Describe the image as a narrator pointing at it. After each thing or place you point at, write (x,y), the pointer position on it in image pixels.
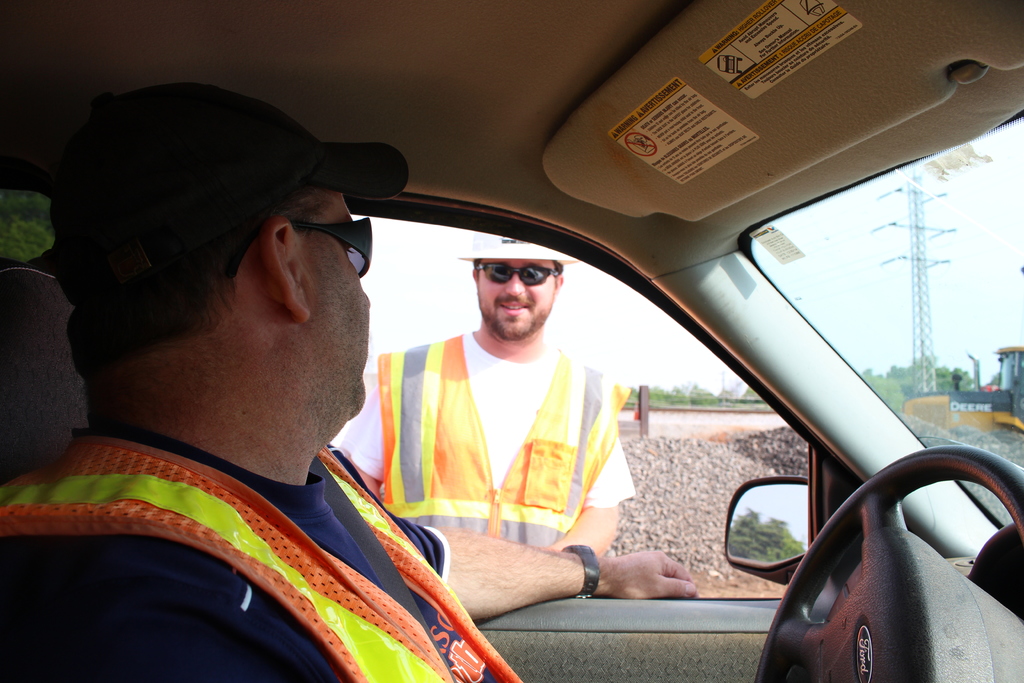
in this image and inside the car (760,539) the one person (400,574) is there he is riding the car (820,472) and one person (572,437) he standing outside of the car (725,621) in front of the person (448,625) who is sitting in the car (781,610) and the back ground (735,387) is very sunny both of the them are wearing the glasses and hats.
